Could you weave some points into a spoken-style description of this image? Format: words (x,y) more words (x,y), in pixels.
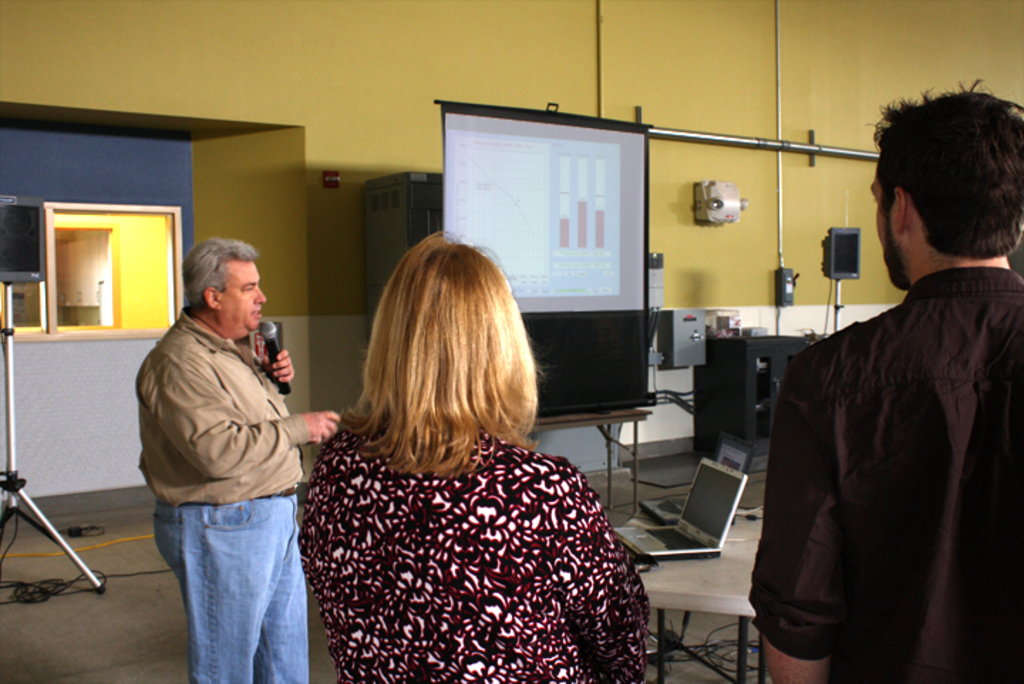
A man (243,573) is speaking with a mic (275,355) in his hand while a couple (955,311) are listening to him.
